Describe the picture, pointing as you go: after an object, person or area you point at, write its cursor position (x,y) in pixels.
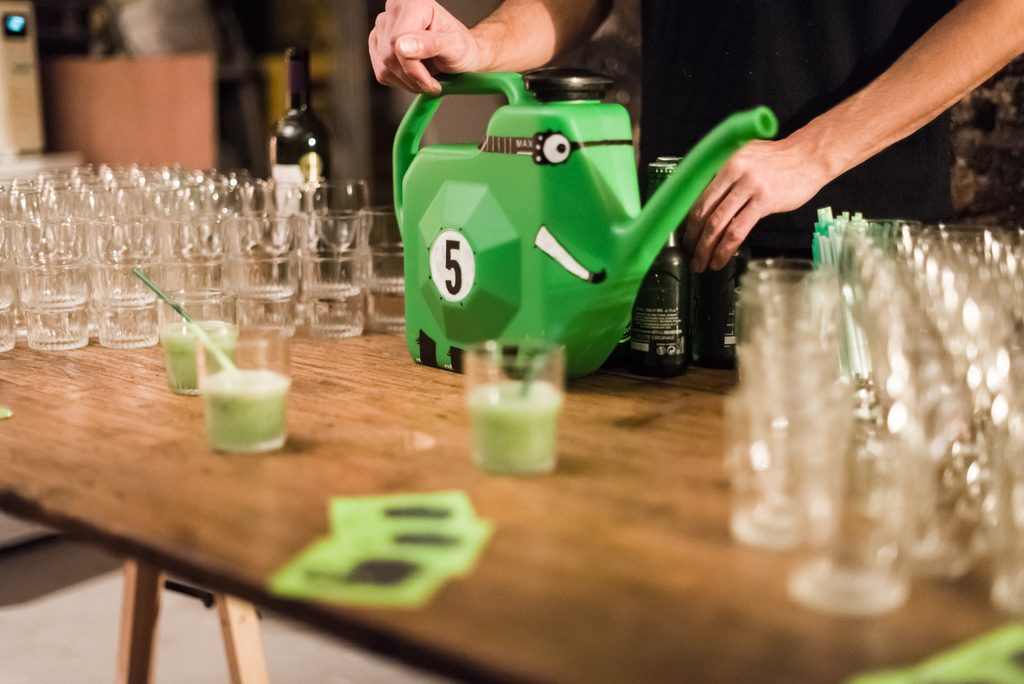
In this image i can see few glass (802,428), a straw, a can (501,259), two bottles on a table (360,366), at the back ground (825,72) i can see a person (866,181) standing.
